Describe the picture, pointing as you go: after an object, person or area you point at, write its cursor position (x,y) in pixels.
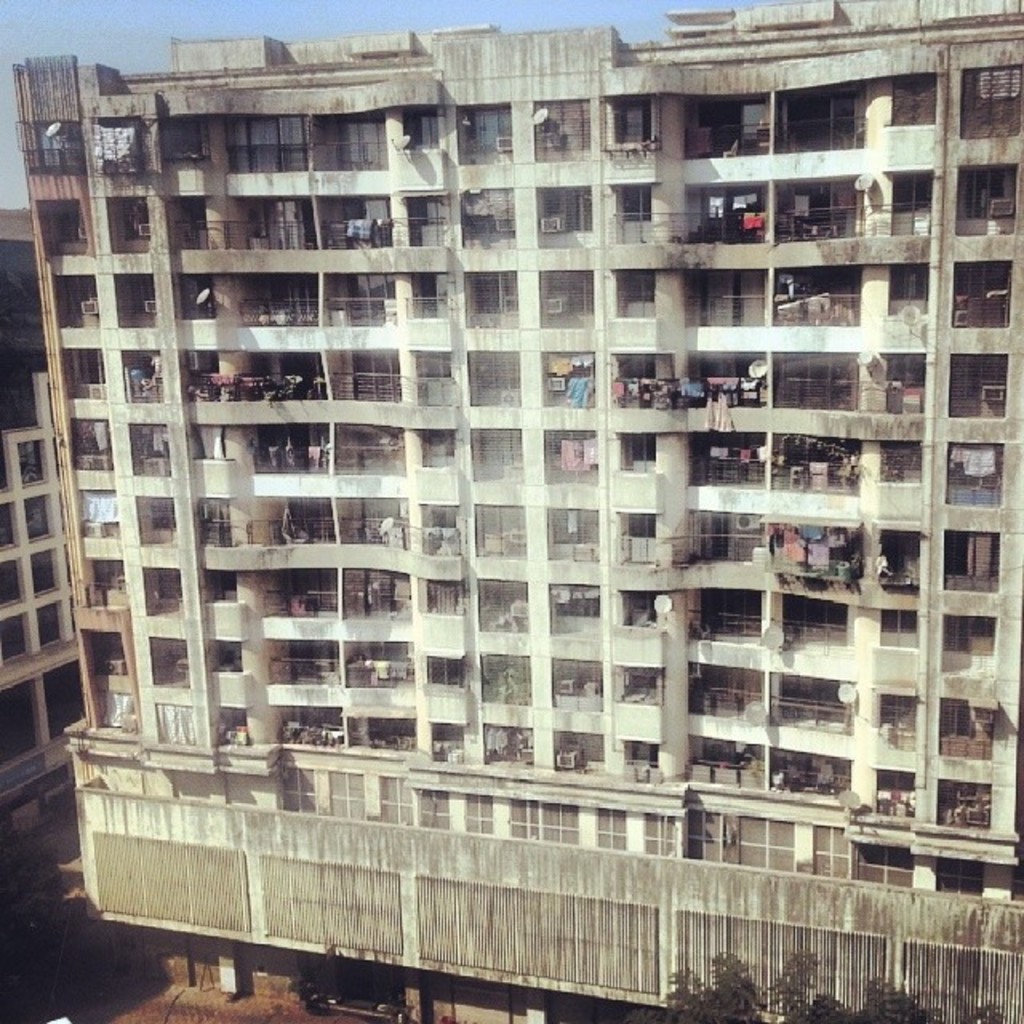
In this picture we can see a few buildings (575,434). There are railings (252,390) and clothes (696,384) on a building (657,979). We can see a few plants (803,969) in the bottom right (716,998). Sky (100,16) is blue in color.
